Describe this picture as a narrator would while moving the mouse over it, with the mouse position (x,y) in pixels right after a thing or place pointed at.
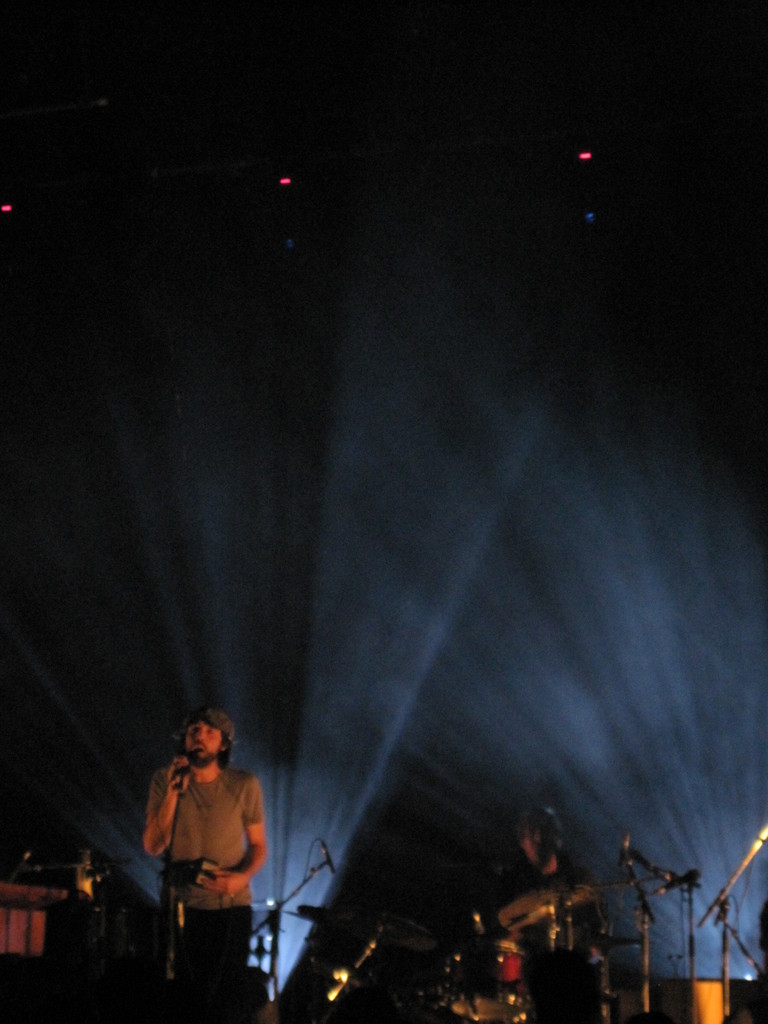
In this picture I can observe a man (218,840) standing in front of a mic (180,780). In the bottom of the picture (505,955) I can observe musical instruments (501,937). The background is dark with blue light beams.
